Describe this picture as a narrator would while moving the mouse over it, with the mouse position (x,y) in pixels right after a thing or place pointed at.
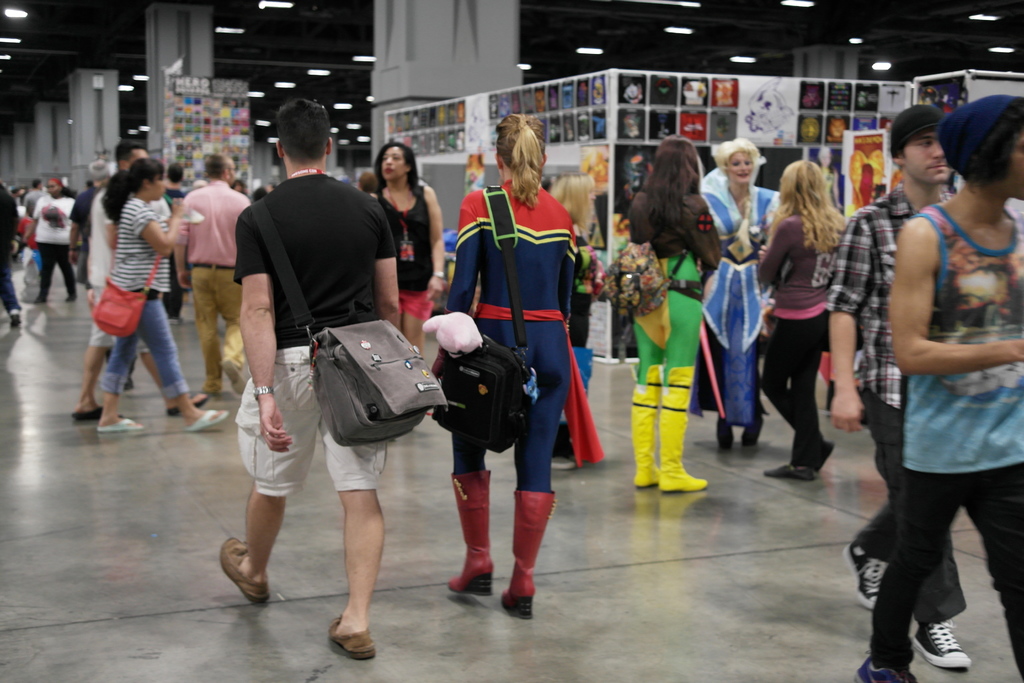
This is a picture taken in a hall (9,175), there are group of people (496,302) standing on floor (117,566). Background of this people (524,296) is a pillar (433,80) and a roof (534,51) with lights (678,30).
